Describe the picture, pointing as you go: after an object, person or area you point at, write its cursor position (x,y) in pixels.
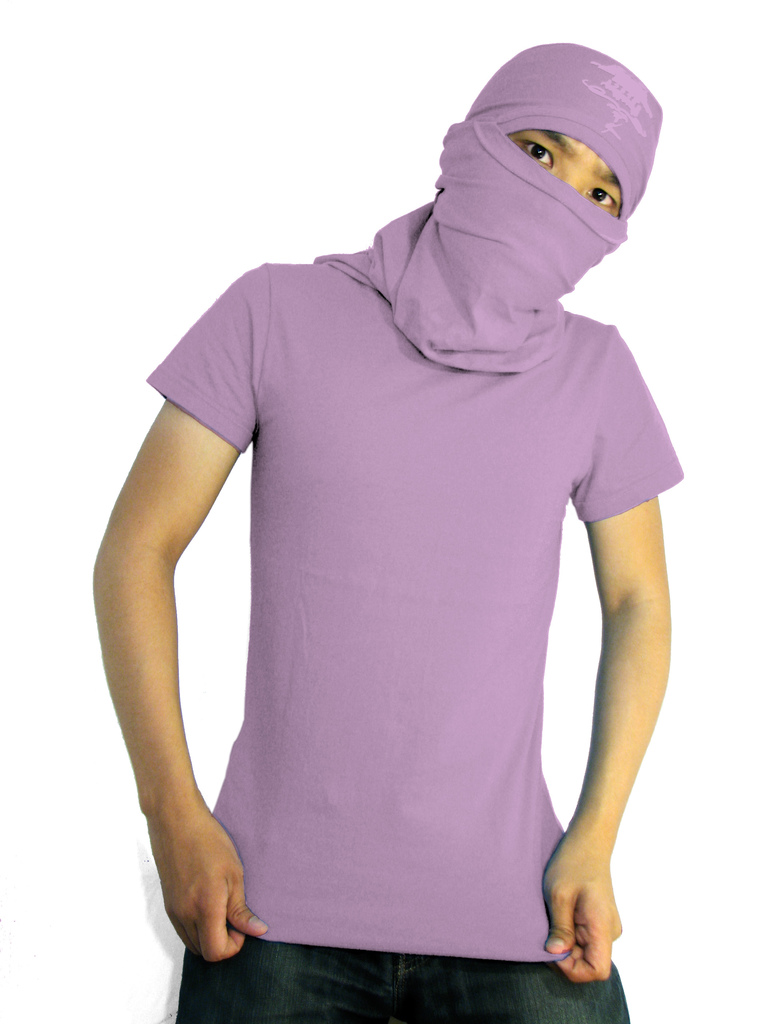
In this image I can see a person (447,695) wearing a t-shirt (481,757). He is wearing a mask (524,185). The background (138,94) is white in color.
